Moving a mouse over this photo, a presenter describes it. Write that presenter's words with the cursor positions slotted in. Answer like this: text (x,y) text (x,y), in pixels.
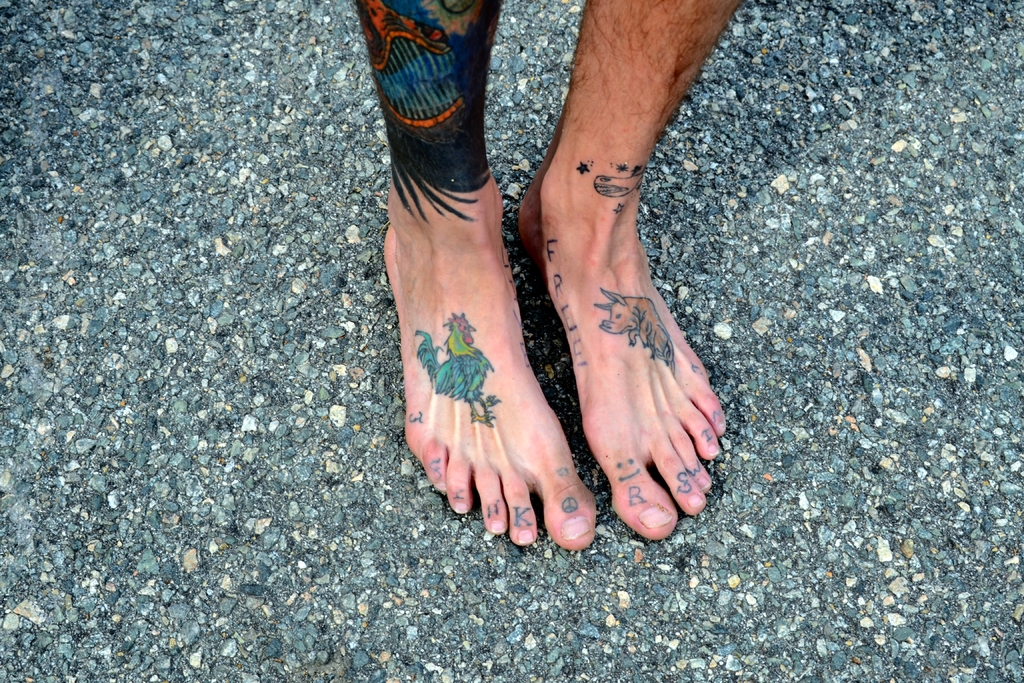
There is a person (512,275) standing on road (515,179) and there are tattoos (464,355) on his legs (436,145).
